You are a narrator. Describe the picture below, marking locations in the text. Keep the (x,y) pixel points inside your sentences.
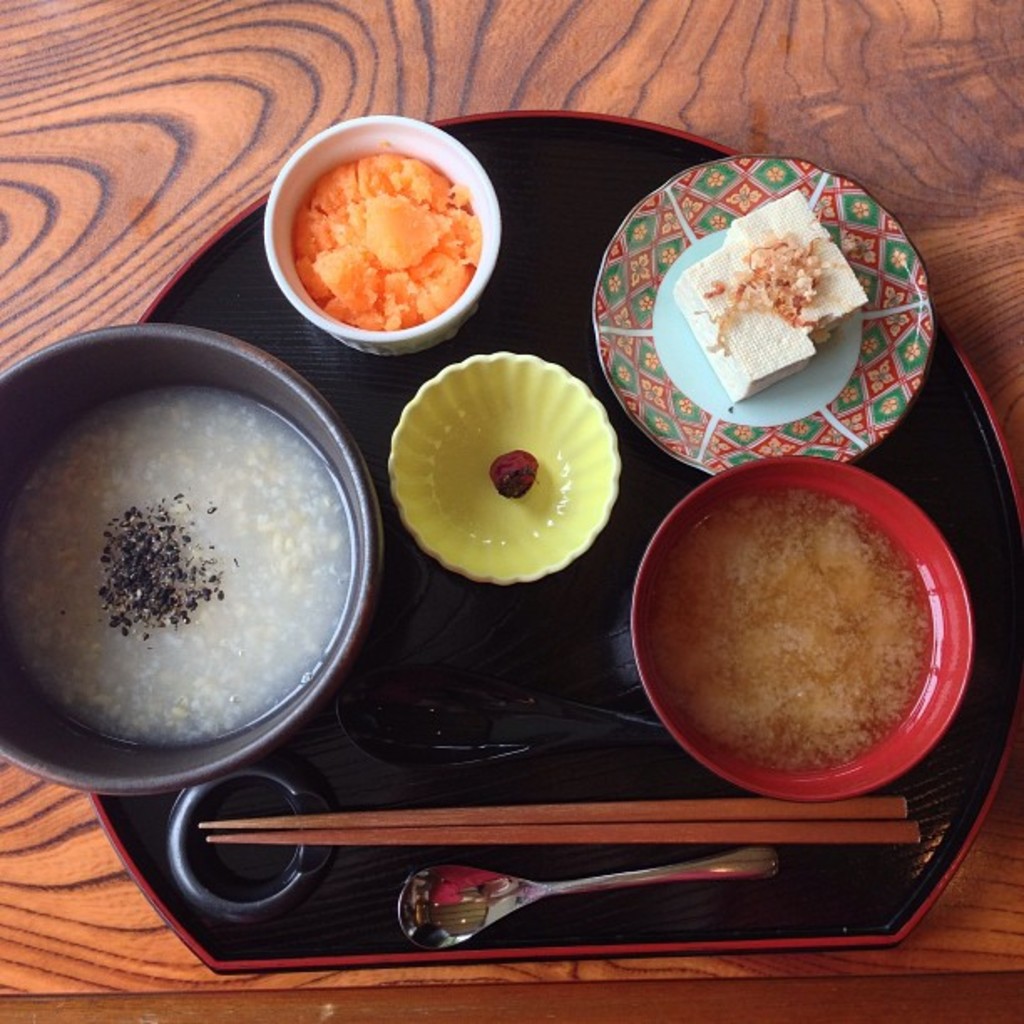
On this wooden surface (929,203) there is a platter (910,851). Above this platter (637,199) there is a plate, bowls (652,651), chopsticks (459,830), spoons (451,879) and food (790,738).
